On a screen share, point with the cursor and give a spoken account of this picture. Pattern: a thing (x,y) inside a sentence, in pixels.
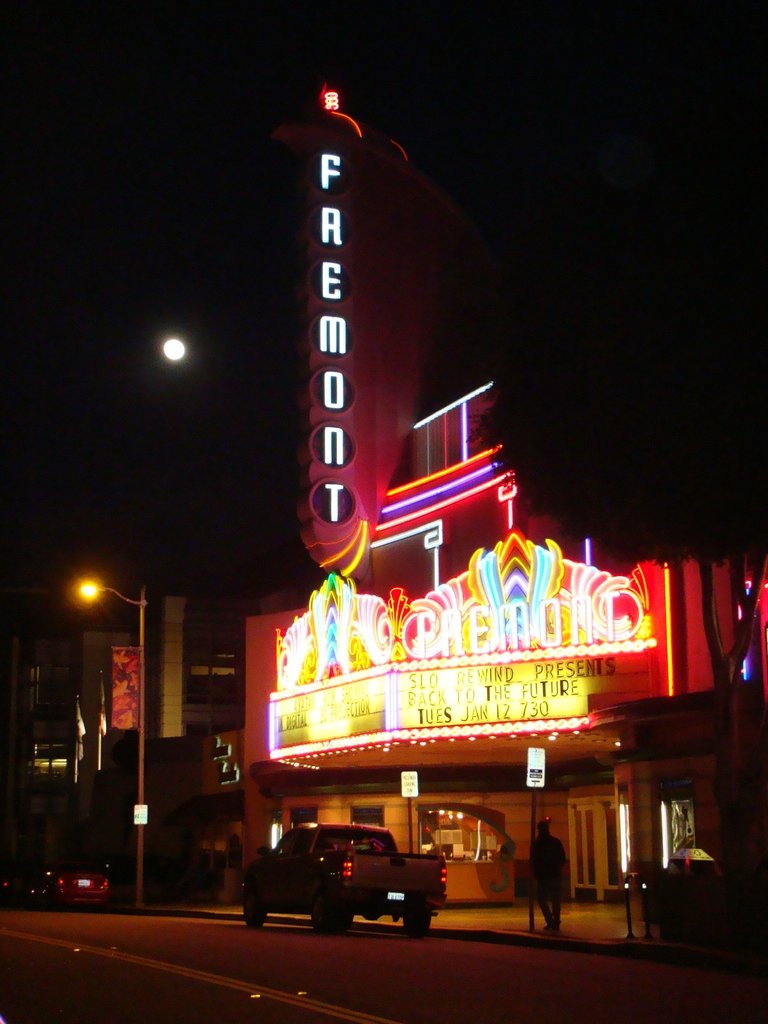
This picture is taken from the outside of the building (336,777). In this image, in the middle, we can see a vehicle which is placed on the road (509,976). On the right side (556,928), we can see a person (556,902) standing on the footpath (534,926). In the background (446,642), we can see a building (542,694) with some board (397,707) and text (443,699) written on it, street light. At the top (201,302), we can see a moon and black color, at the bottom (86,887), we can see some vehicles (101,892), footpath (519,926) and a road (94,965).
